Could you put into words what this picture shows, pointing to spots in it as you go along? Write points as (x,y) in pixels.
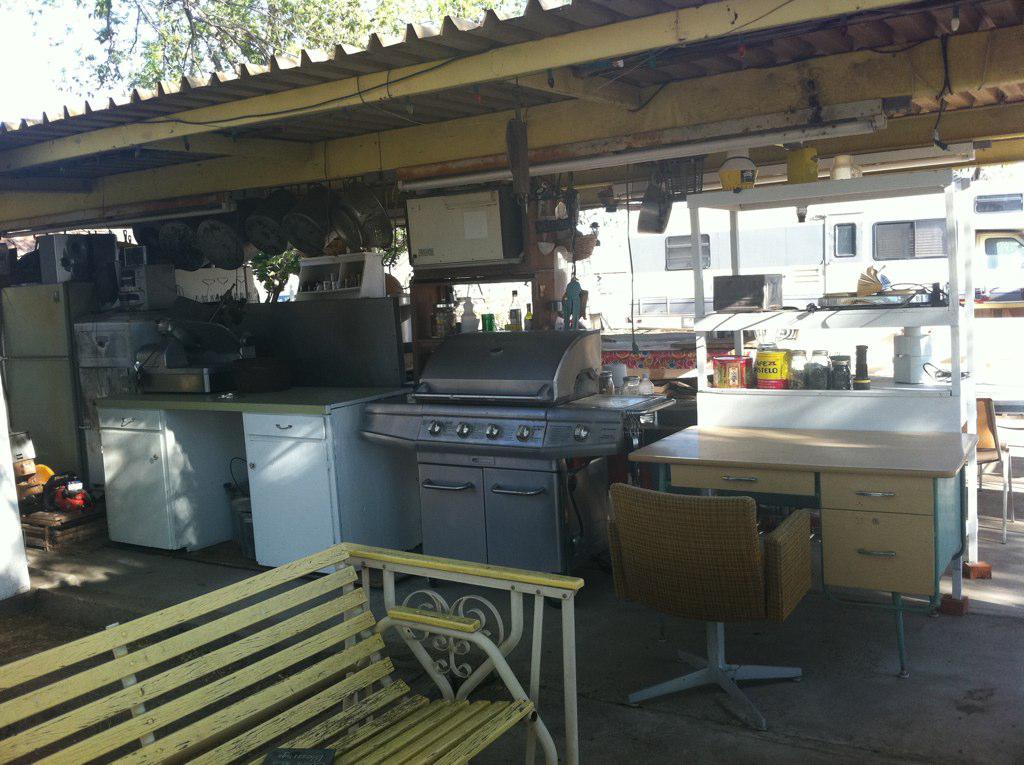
In this image I can see a bench (262,681) which is yellow and white in color on the floor (669,724), a table (857,507), a chair (621,485), and another desk (279,423). In the background (75,31) I can see few trees (112,61), the sky (64,27) and few other objects (903,231).
